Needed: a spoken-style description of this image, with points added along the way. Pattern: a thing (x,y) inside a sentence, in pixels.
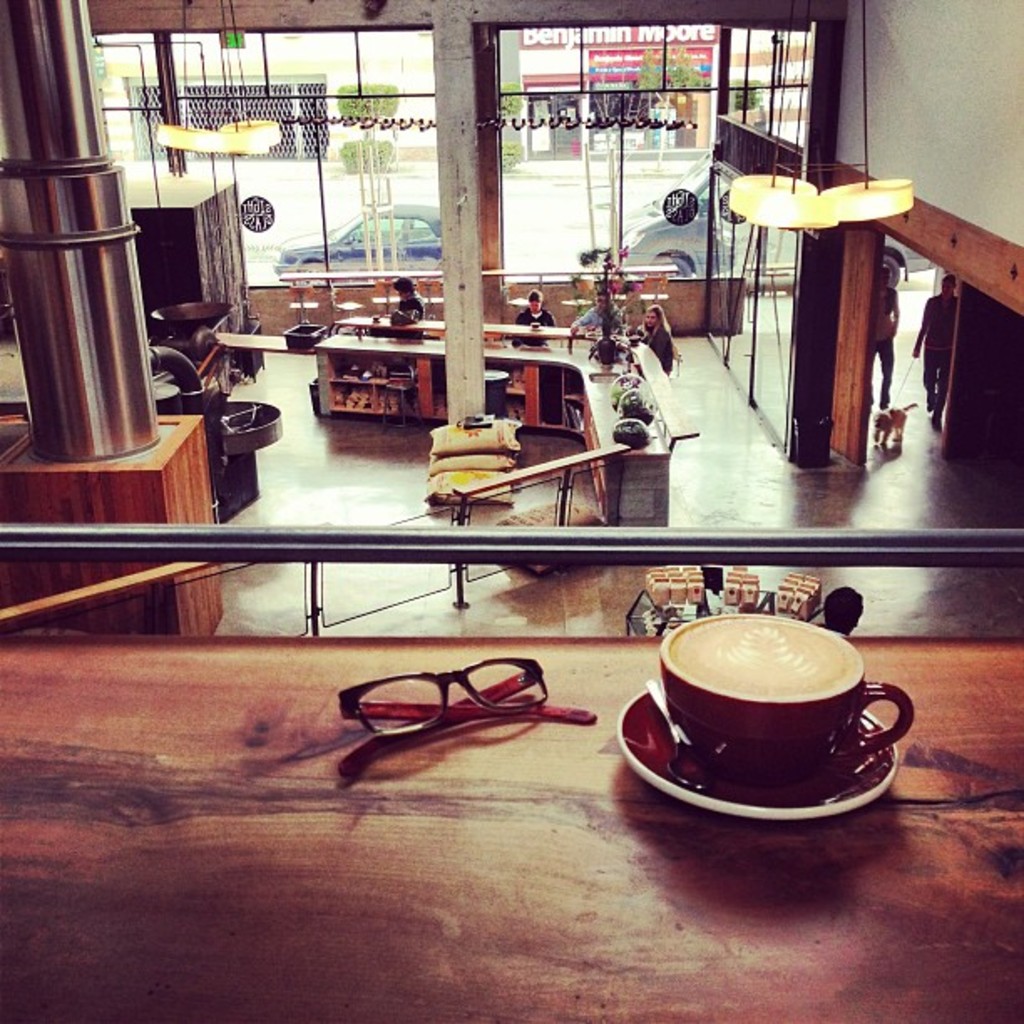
On this table (930,745) there are spectacles (475,712) and cup of coffee (768,742). We can able to see persons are standing From this window (366,251) we can able to see vehicles (633,239) and a building (578,81). On this table (544,382) there are things (367,368). On top (832,211) there are lights (854,195).
